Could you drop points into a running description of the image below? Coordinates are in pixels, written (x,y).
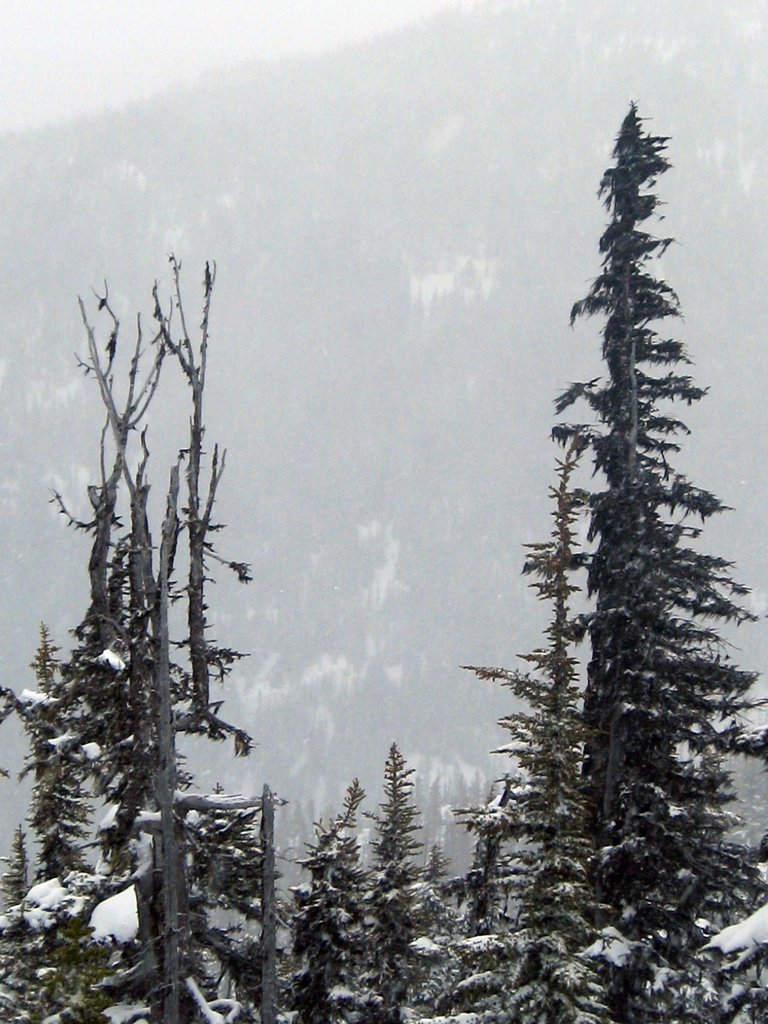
In this picture we can see a few plants (497,864) and trees (26,868) covered with snow (117,658). Background (520,479) is blurry.
